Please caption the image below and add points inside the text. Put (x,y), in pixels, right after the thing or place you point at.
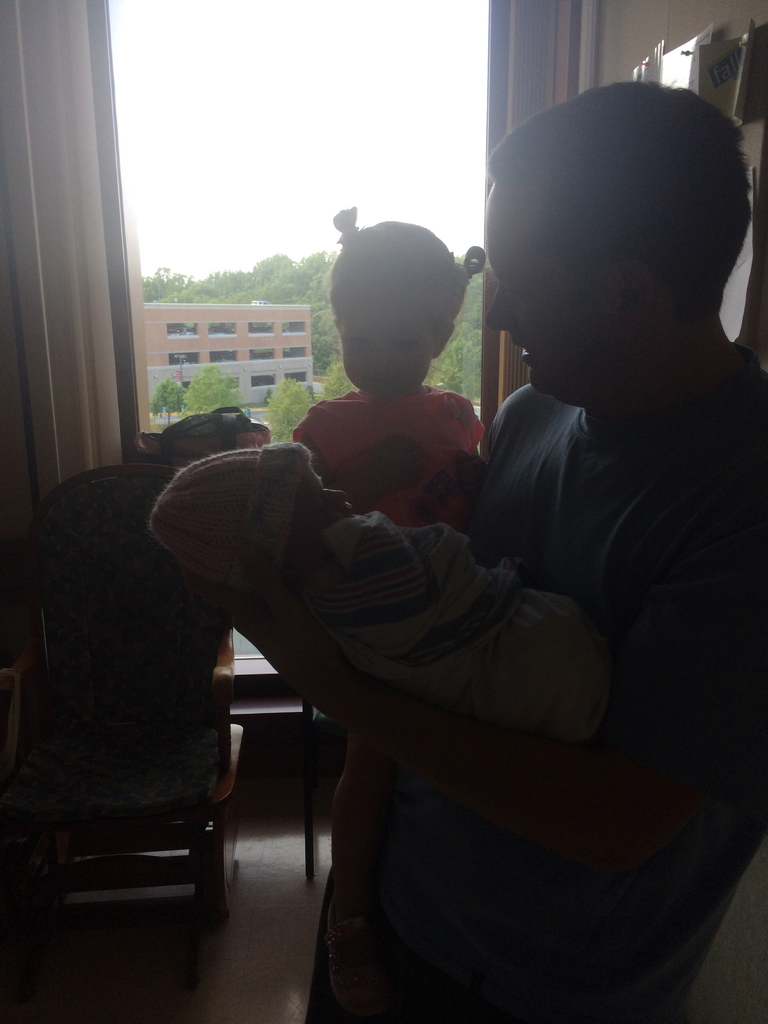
A man (603,826) is holding a baby (461,631) in hands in the middle (274,420) there is a window (289,365), trees (315,263) and sky (347,67).
